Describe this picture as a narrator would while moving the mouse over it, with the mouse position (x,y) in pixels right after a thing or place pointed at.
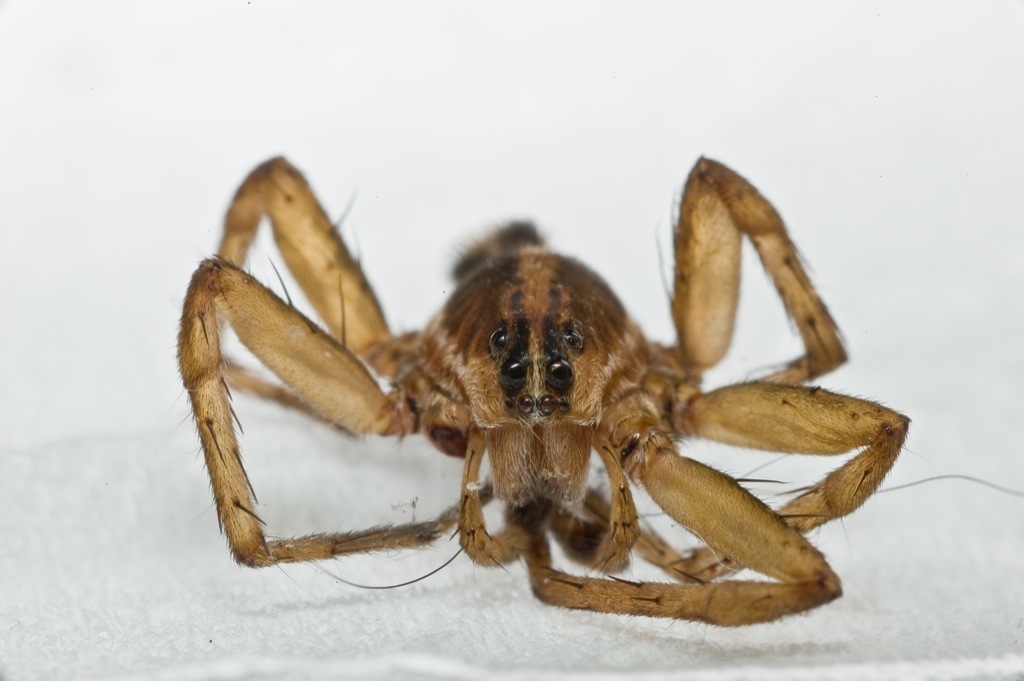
In this image, we can see an insect (421,375) on the white surface (320,607).
